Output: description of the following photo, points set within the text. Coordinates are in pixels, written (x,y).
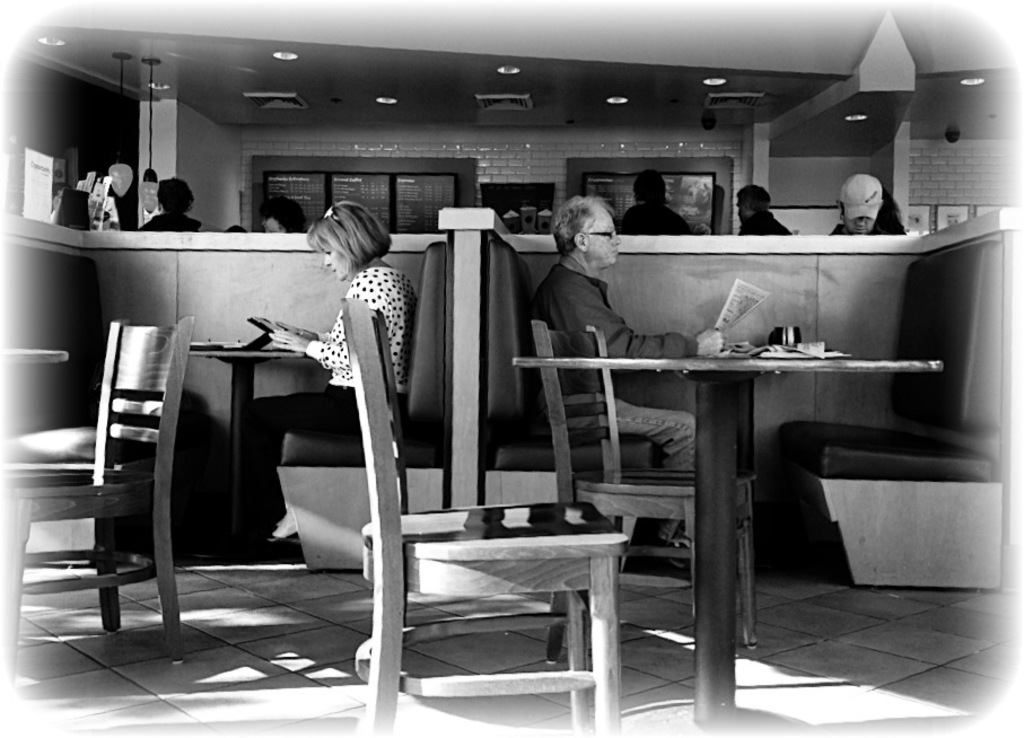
This picture shows a restaurant (567,339) in which tables (749,374) and sofas (948,446) were arranged for dining. There is a chair (406,515). A woman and a man (603,312) are sitting here. In the background (490,192), there is a wall (230,189) and some of them were standing.
